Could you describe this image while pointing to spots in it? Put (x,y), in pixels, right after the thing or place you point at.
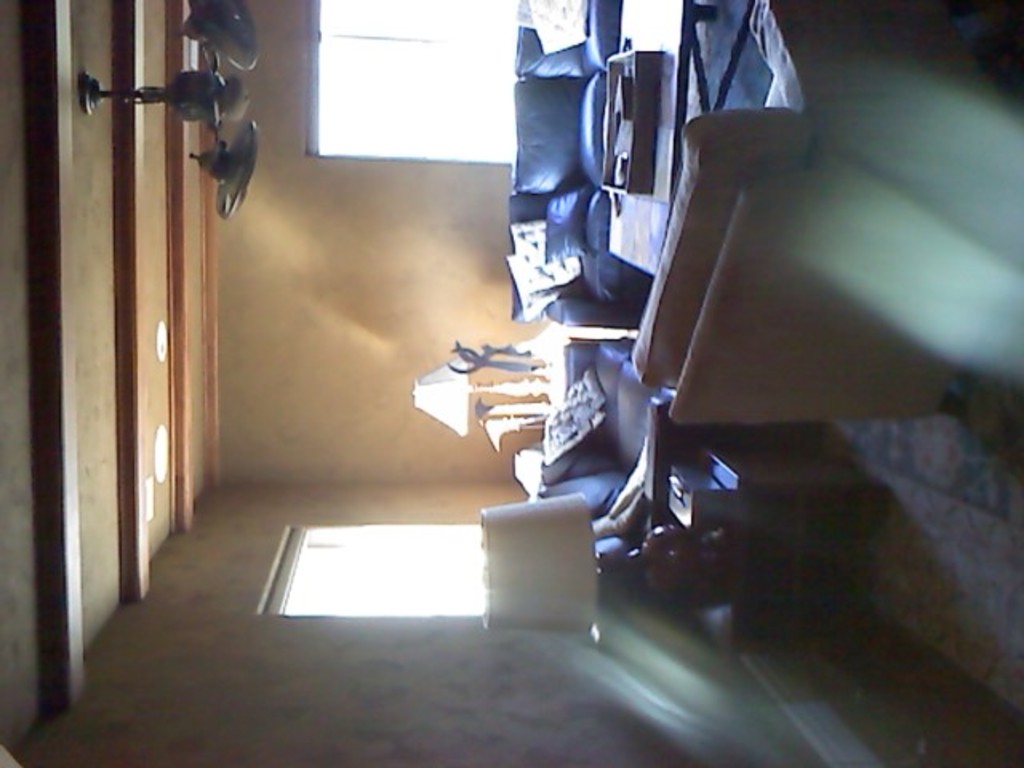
This image is taken indoors. On the right side of the image (947,494) there is a floor (931,532). There are three couches (584,323) with pillows (586,427) and there is a table (676,64) with a few things (626,163) on it. There are two lamps (528,395) on the tables (745,549). At the bottom of the image (384,724) there is a wall (284,719) with a window (360,534). On the left side of the image (108,364) there is a ceiling (130,357) and there is a ceiling fan (147,93). In the middle of the image (359,355) there is a wall (364,325) with a window (372,122).
